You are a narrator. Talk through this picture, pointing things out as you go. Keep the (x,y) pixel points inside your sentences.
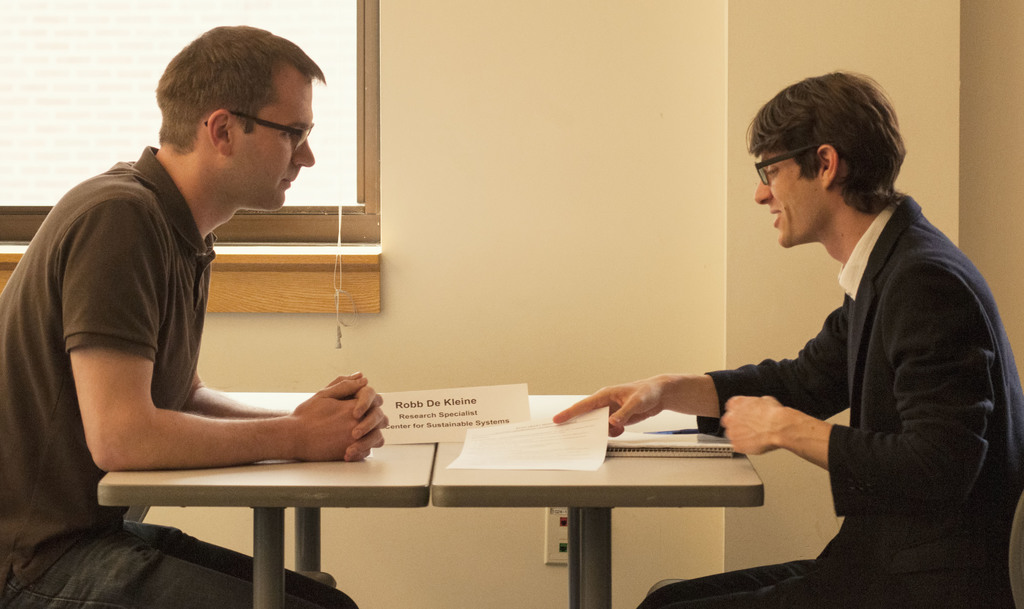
In this image I can see two people (335,459) sitting in-front of the table (462,487). On the table (538,471) there are papers (540,452). In the background (140,33) there is a window (319,53).
